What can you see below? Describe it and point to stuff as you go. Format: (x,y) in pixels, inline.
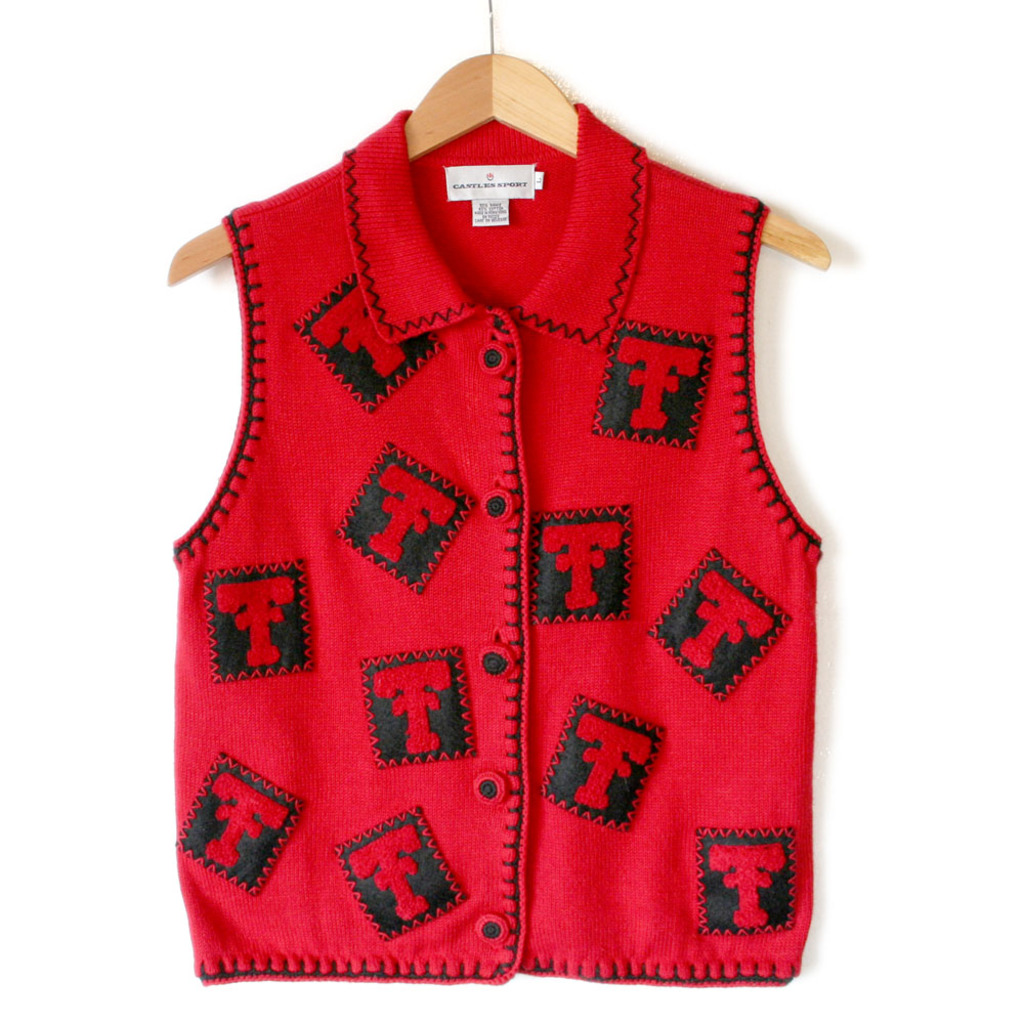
We can see a shirt (570,658) on the hanger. There is a white background (916,214) in the image.
